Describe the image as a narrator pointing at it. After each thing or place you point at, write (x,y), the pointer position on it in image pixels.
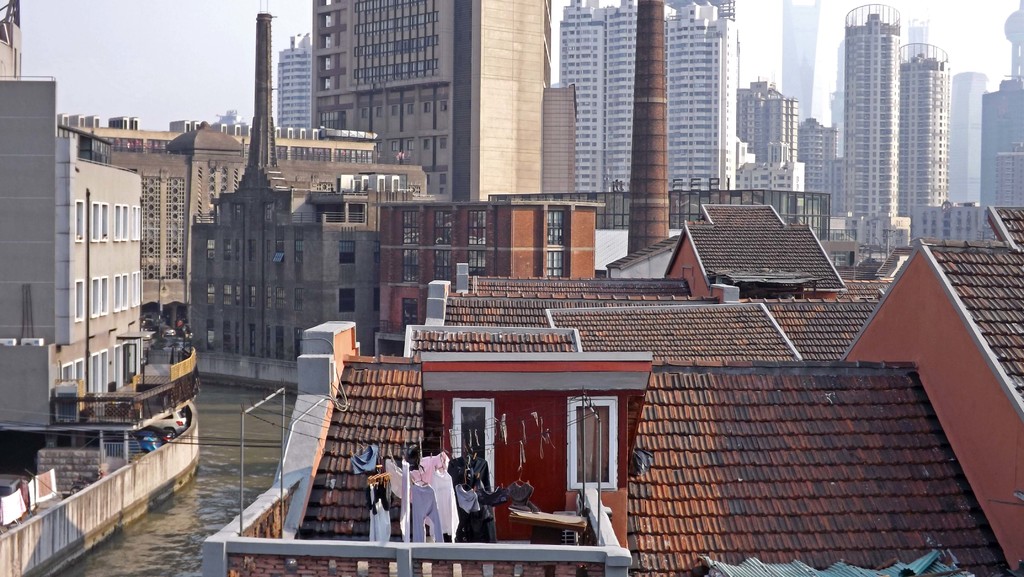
In this image I can see the roof (803,434) of the building (793,384), few clothes (416,485) hanged to the wires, some water (270,455) and few other buildings (137,243). In the background (542,231) I can see few other buildings (471,57) and the sky (145,51).
